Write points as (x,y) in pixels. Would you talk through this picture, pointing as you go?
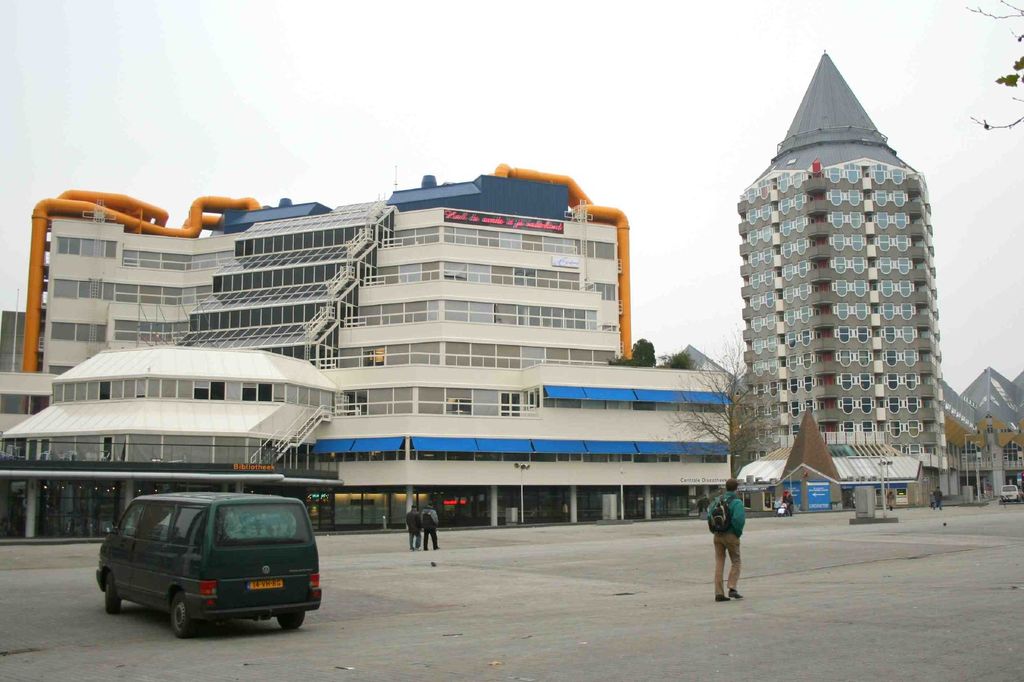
In this image I can see vehicles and a group of people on the road (813,545). In the background (700,511) I can see buildings (401,396), windows (452,405), trees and the sky (140,35). This image is taken may be on the road (19,645).
